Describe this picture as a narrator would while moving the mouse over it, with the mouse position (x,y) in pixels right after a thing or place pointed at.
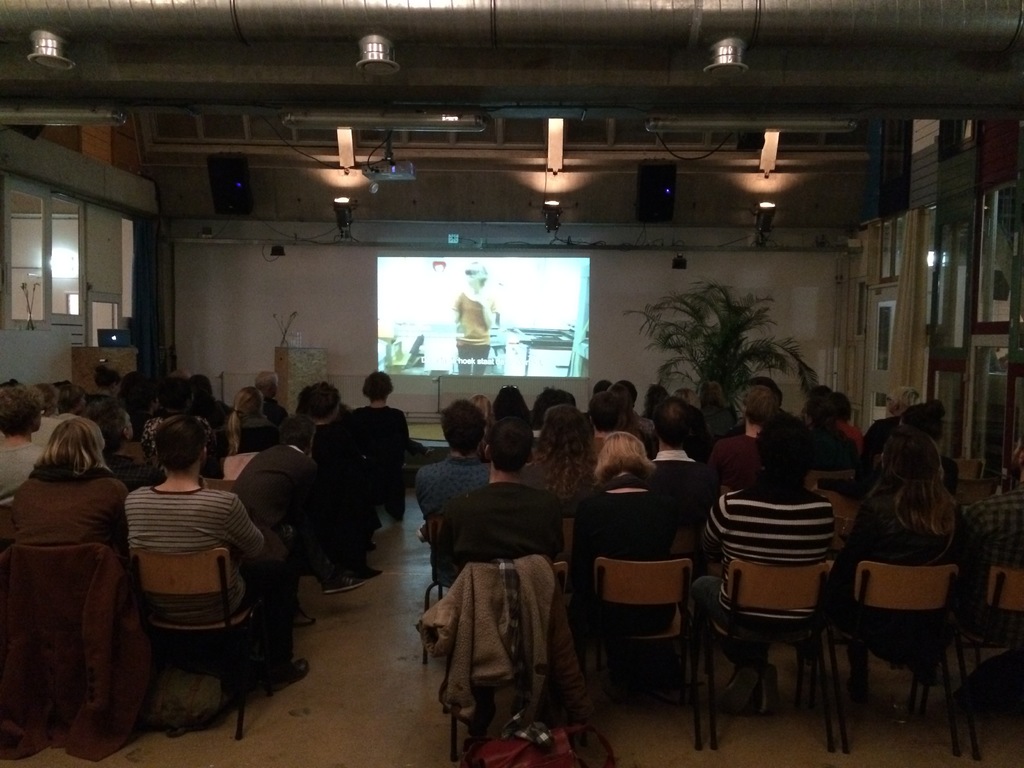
Here we can see a group of people (940,462) who are sitting on a chair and they are watching the screen (476,305) which is in the center of this room (407,349). Here we can see a plant (722,379) which is on the right side (756,349) and this is a wooden desk (325,360) which is on the left side (294,369).
